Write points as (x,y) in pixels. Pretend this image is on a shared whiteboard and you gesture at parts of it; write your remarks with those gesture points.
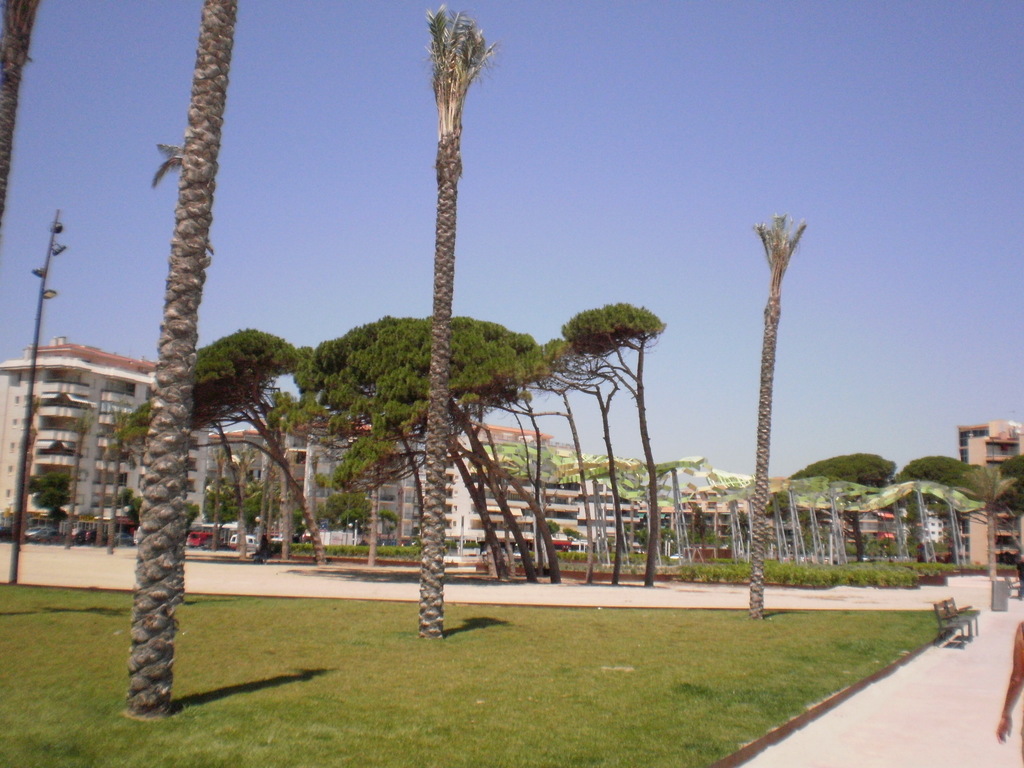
We can see grass (42,601), bench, trees (610,402) and pole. In the background (563,441) we can see buildings (65,457), vehicles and sky (753,205). On the right side of the image (1003,725) we can see person hand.
